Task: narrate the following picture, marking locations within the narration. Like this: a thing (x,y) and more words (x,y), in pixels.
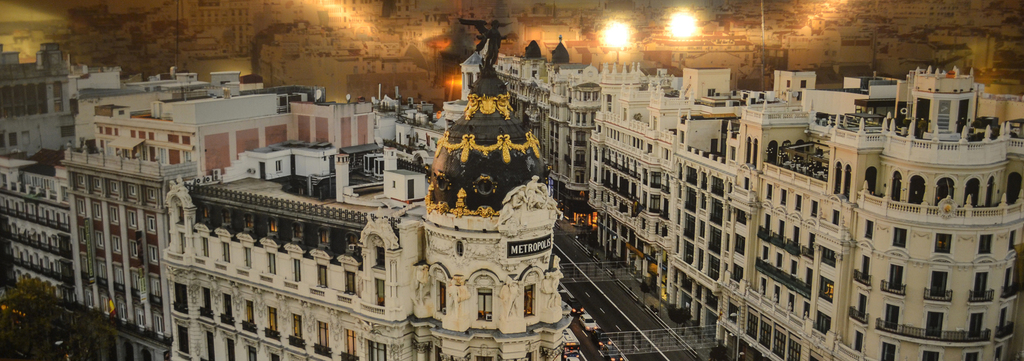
This is an outside view. Here I can see many buildings (621,209). At the bottom of the image (631,303) there is a road (631,313) and I can see few cars (602,338) on the road (607,311). Beside the road (627,329) there are some trees (672,313).
